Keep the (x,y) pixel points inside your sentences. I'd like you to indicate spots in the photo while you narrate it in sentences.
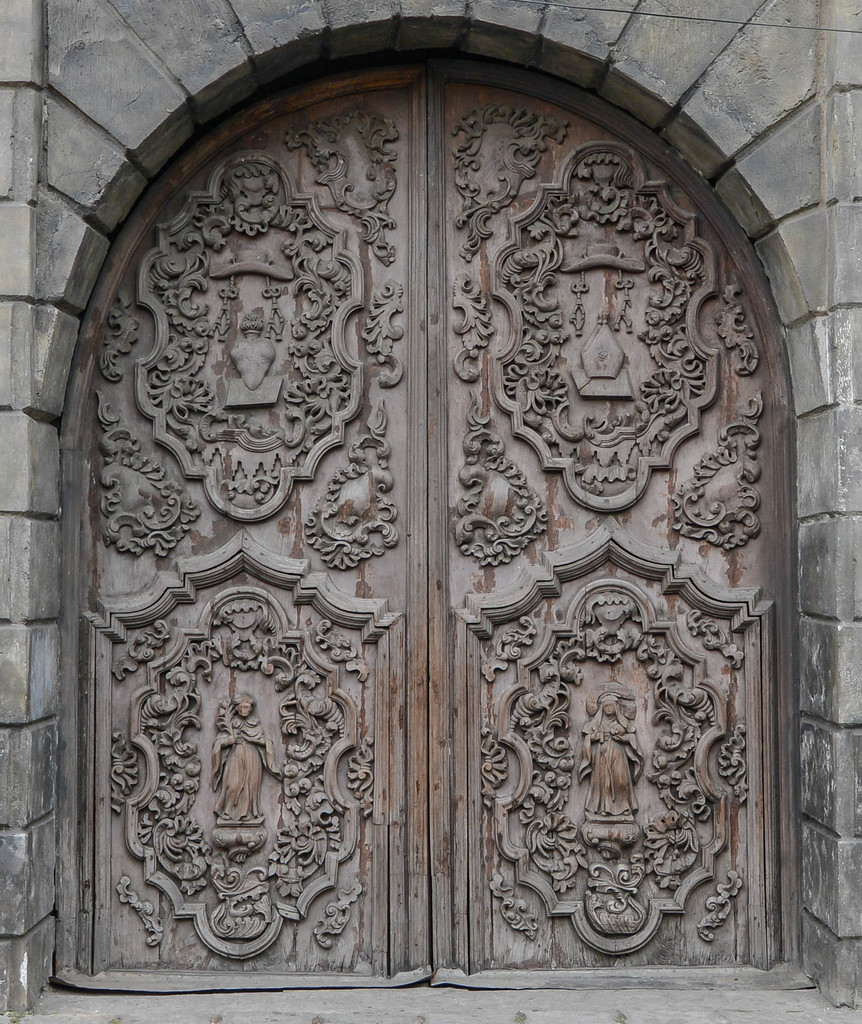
In this image, we can see a carvings (317,743) on the door (529,635). Here we can see an arch (809,98).
